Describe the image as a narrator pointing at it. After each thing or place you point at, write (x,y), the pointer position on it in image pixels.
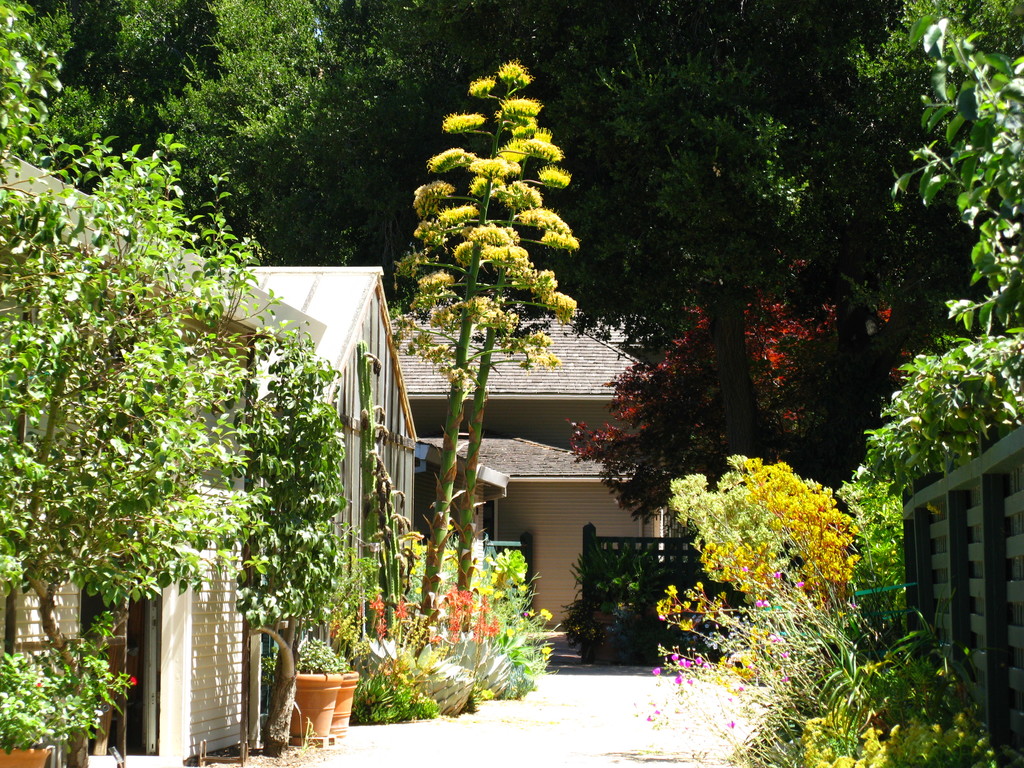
There are houses (504,454) in the foreground area of the image (378,398) and there is a railing (958,475) on the right side (1006,494). There are flower plants (486,571) at the bottom side (629,571) and greenery (310,159) in the background area (306,173).
